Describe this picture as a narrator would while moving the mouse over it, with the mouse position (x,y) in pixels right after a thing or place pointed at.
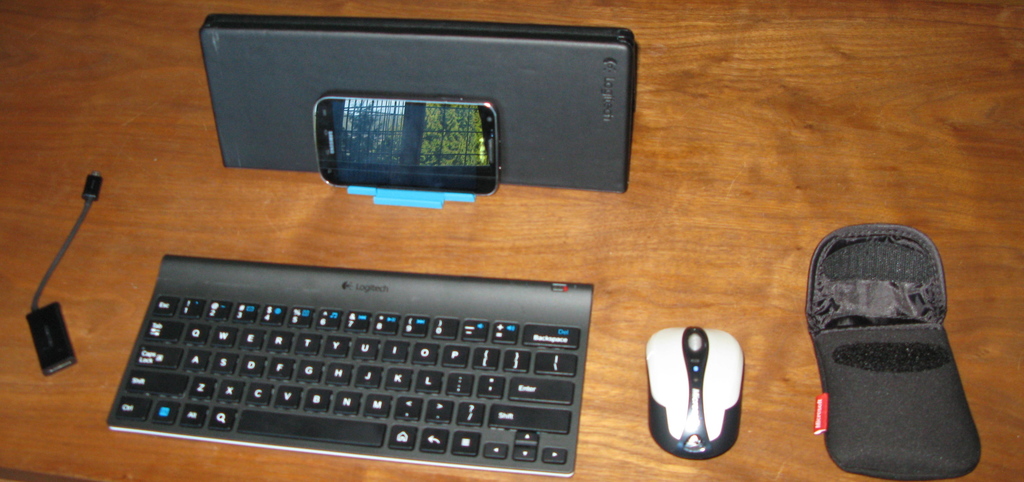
In this image I can see a keyboard (129,407), mouse (668,375), phone (344,114), USB cable (41,350) and a small pouch (903,262).
